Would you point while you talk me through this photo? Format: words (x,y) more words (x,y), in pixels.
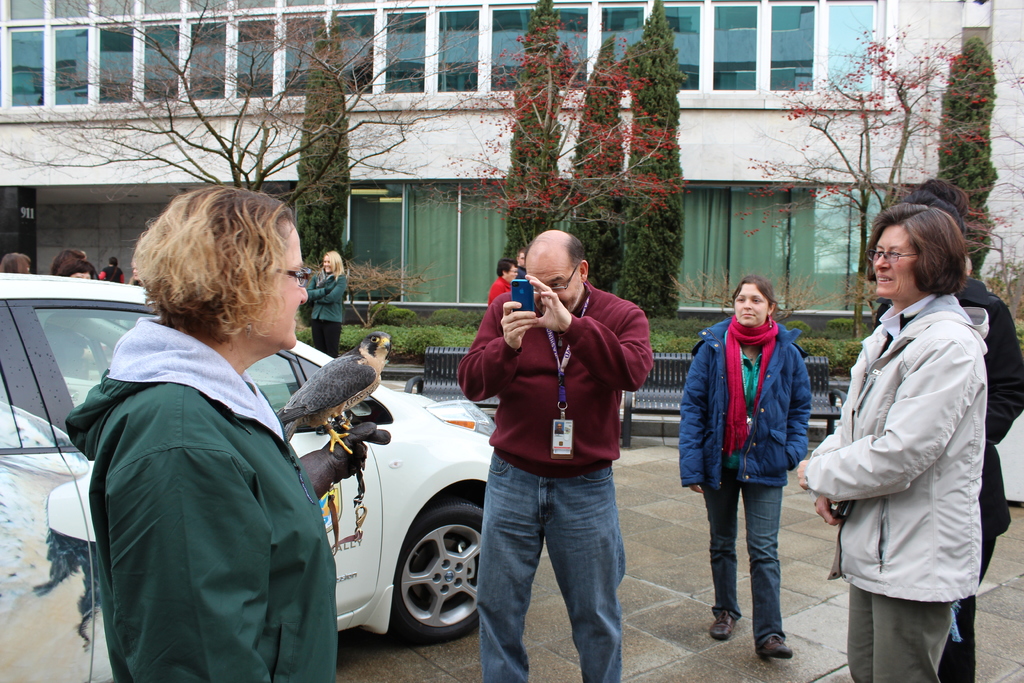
In this image there is a person (144,379) holding the bird (378,369). In front of her there is a person (536,474) taking a picture on his mobile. Behind him there are a few other people (966,601). There is a car (66,407). There are benches (680,356). There are plants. In the background of the image (672,317) there are trees (961,113), buildings (457,167). There are windows (617,17) and curtains (704,231).
